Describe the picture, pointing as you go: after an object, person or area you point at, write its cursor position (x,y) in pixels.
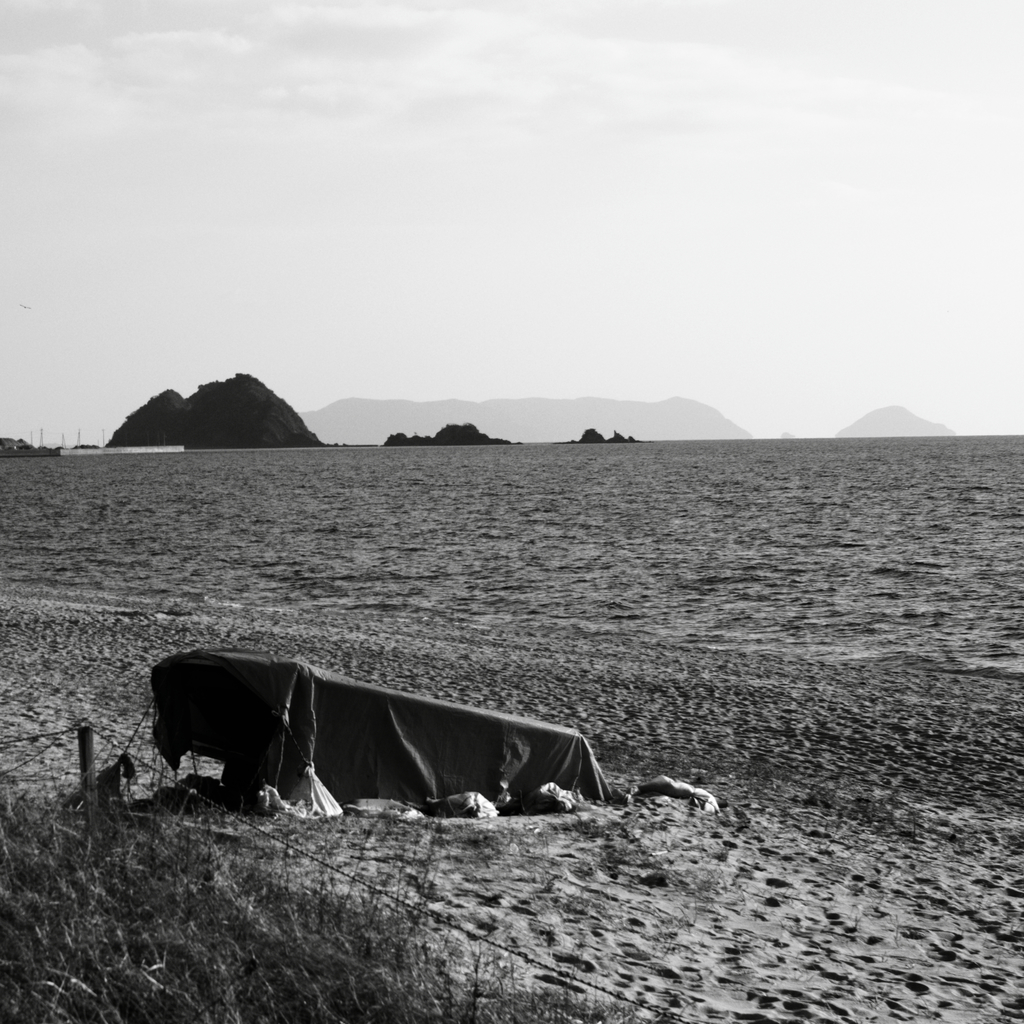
This is a black and white image, in this image there is a land (71,610), in the background (198,429) there are mountains (173,432), on the left (157,676) there is a cloth (371,705).
